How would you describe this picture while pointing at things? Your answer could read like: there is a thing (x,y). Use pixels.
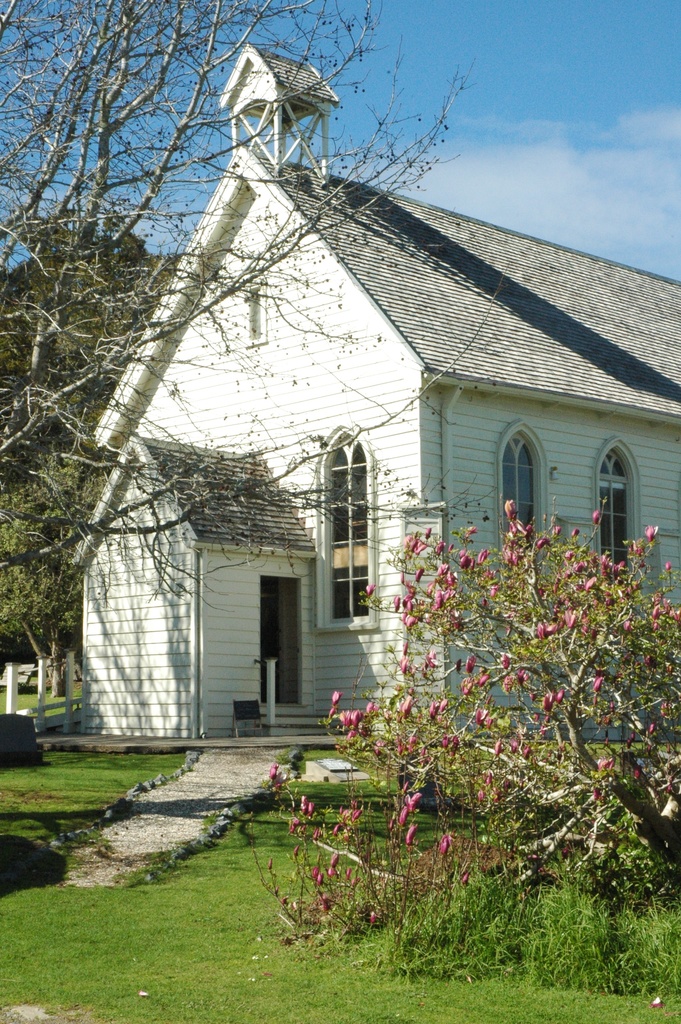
At the bottom of the picture (429,914), we see the grass (512,903) and a plant (464,785) which has flowers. These flowers (550,624) are in pink color. On the left side (11,576), we see the trees (62,642) and the railing (11,664). In the middle of the picture (345,441), we see a building (315,493) in white color with a grey color roof (627,305). There are trees (115,302) in the background (92,306). At the top (537,77), we see the sky (539,107).
